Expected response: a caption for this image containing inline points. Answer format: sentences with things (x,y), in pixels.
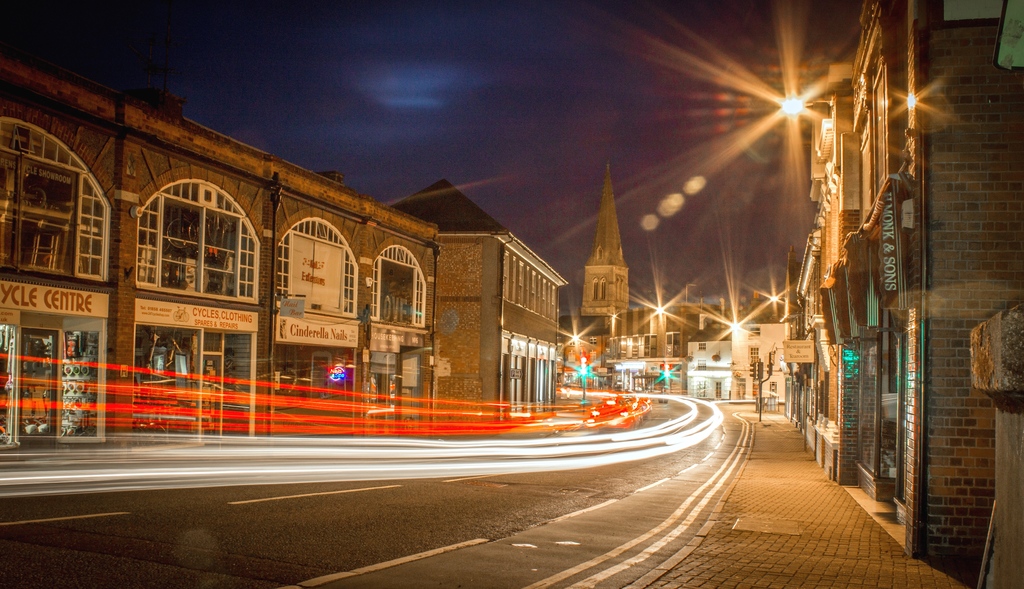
In this image we can see the road (506,548), lights (549,455), buildings (609,365), light poles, traffic signal poles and the dark sky (539,87) in the background (443,80).
